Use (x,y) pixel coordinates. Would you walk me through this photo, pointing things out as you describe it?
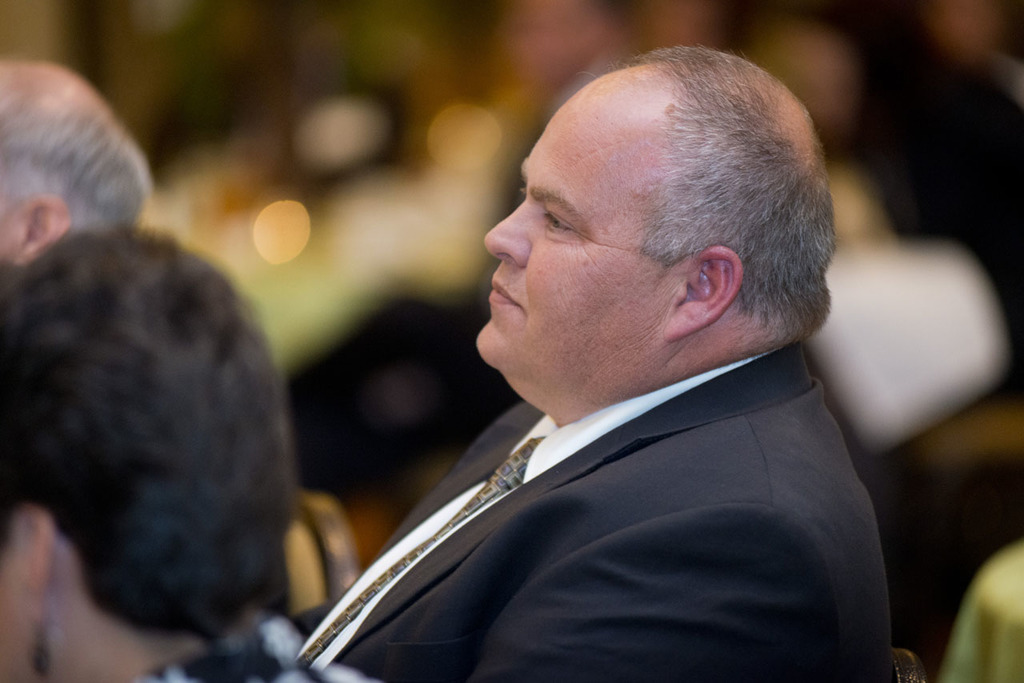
In this picture we can see people (108,495). In the background of the image (910,398) it is blurry.
